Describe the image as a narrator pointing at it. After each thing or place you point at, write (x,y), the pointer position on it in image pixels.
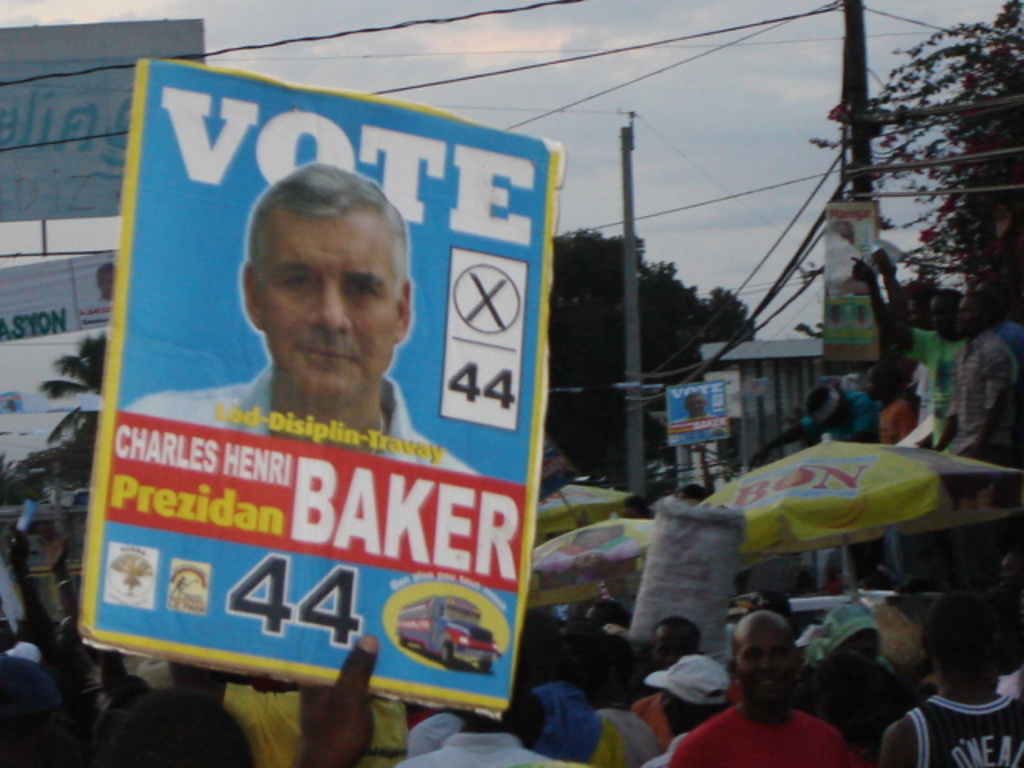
At the bottom of the image (697,761) a group of people (572,653) are standing. In the middle of the image (581,352) we can see poles (857,181), wires (813,179), boards (710,407), trees (665,361) are there. At the top of the image (534,50) clouds (532,27) are present in the sky (571,73).
